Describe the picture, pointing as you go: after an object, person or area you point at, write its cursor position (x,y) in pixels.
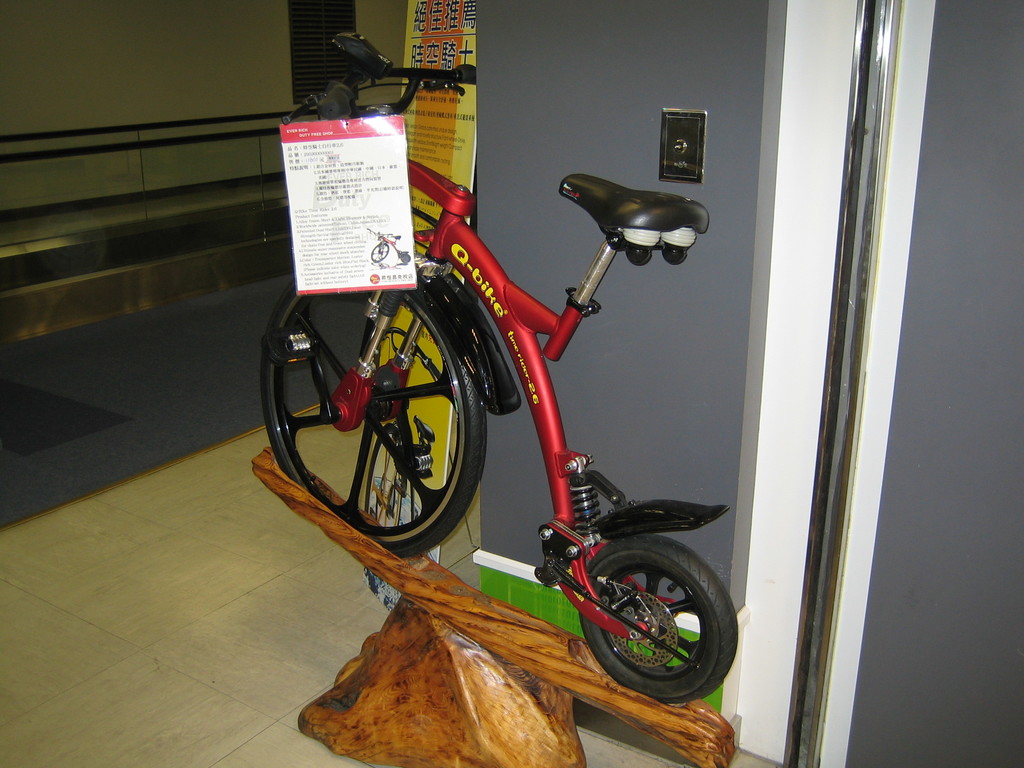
This is an inside view. Here I can see a red color bicycle (480,346) on a stick (433,630). A white color sheet (369,258) is hanging to the handle (324,107). On this sheet (336,206), I can see some text (348,233). Beside the bicycle (459,442) I can see the wall (658,333). In the background (122,155), I can see railing (160,139) and a board (453,121) on which I can see some text (456,116) and also there is a window (313,62) to the wall (230,56).
